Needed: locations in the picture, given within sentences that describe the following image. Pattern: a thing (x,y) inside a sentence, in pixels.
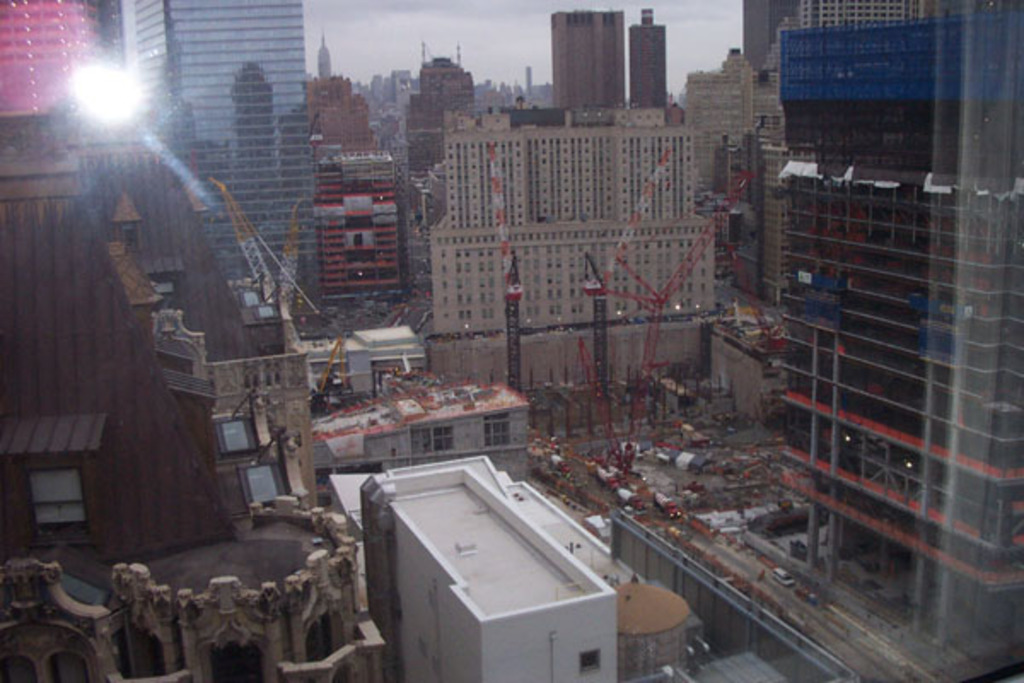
On the right side (904,306) there is a building (915,443) with pillars (813,536). Near to that there is a building (711,544) with many vehicles (598,471) and cranes (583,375). In the back (514,233) there are many buildings (402,230). Also on the top left corner (113,121) there is light (121,83).
